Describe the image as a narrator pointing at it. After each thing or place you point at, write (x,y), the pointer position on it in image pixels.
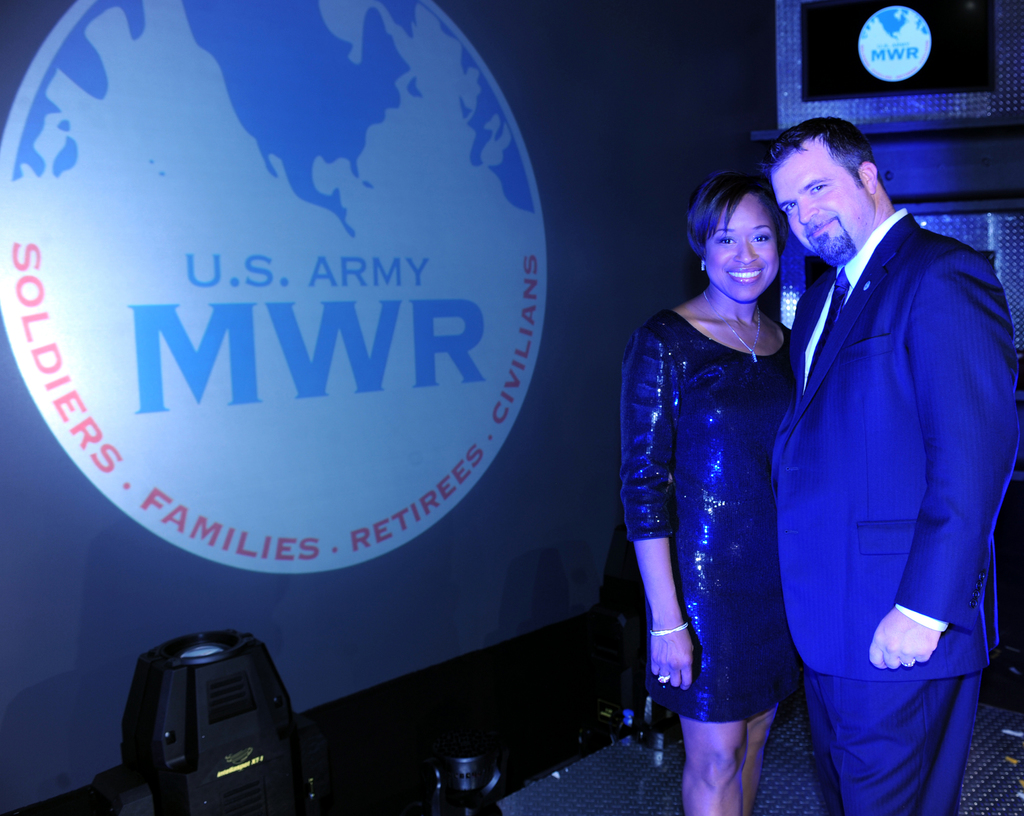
Here we can see a man (858,133) and a woman (780,389) posing to a camera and they are smiling. This is floor (605,753) and there are objects (242,812). In the background (296,611) we can see a banner (431,429).
